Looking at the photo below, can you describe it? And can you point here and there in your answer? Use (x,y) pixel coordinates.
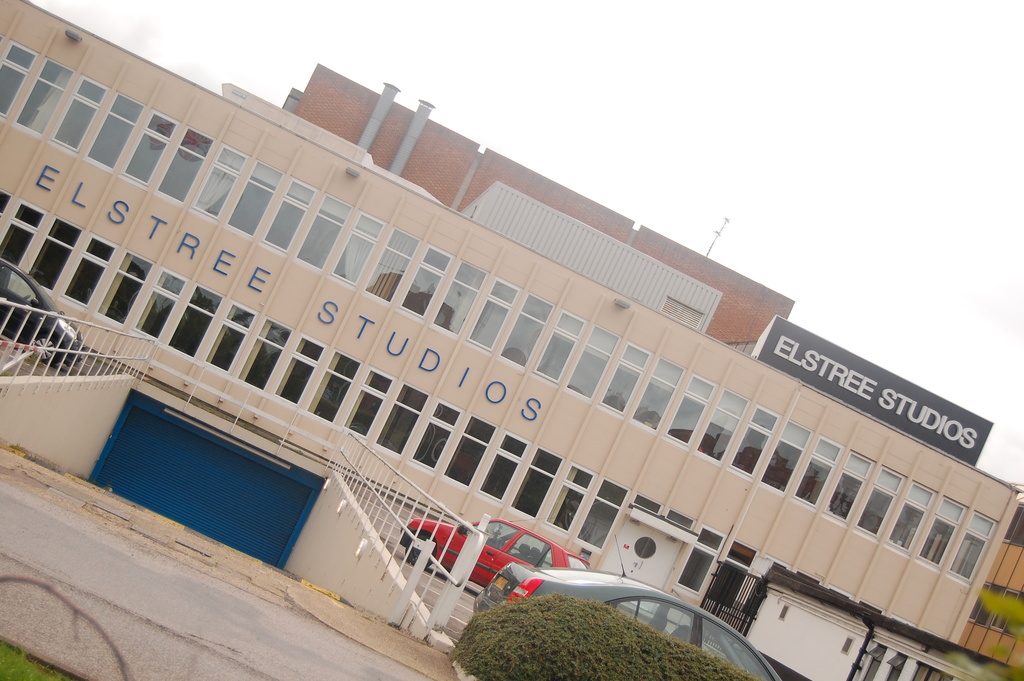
In this picture I can see the building (580,327). I can see the metal grill fence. I can see glass windows (412,256). I can see clouds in the sky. I can see the vehicles (493,603) in the parking space (469,612). I can see the plants (583,643).
